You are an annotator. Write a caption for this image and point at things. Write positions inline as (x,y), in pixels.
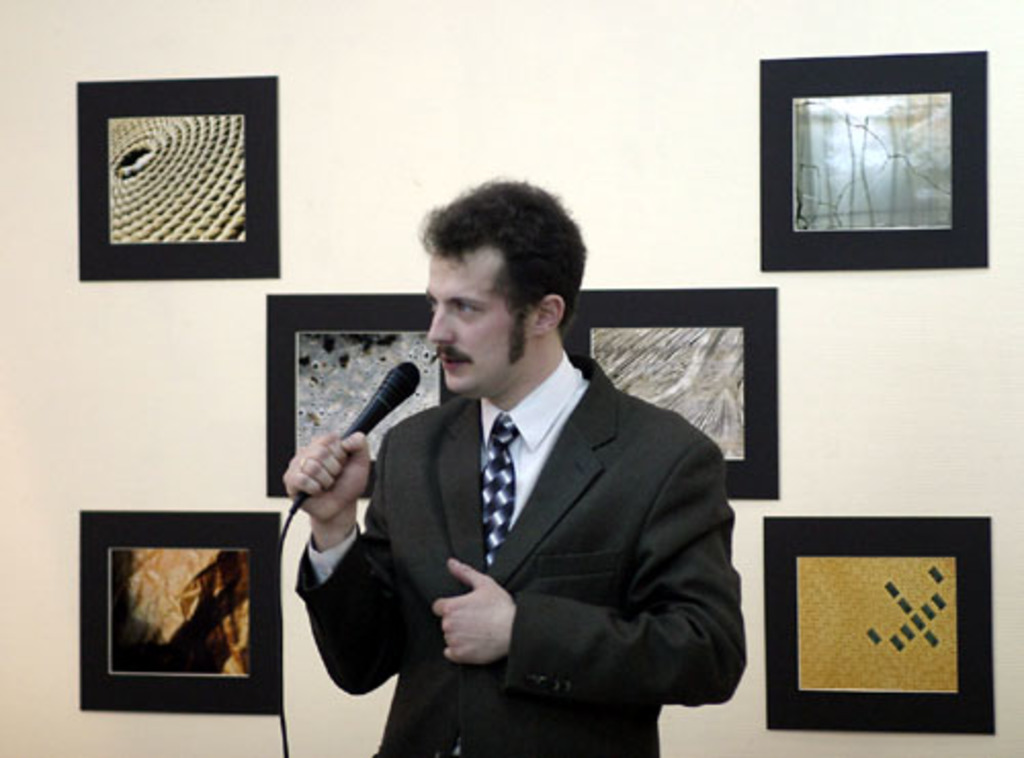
In this image I can see a man (582,614) wearing black color suit (583,610) and holding a mike (385,396) in his hand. In the background (508,128) there is a wall (522,110) and few frames (245,248) are attached to this wall (309,39).
